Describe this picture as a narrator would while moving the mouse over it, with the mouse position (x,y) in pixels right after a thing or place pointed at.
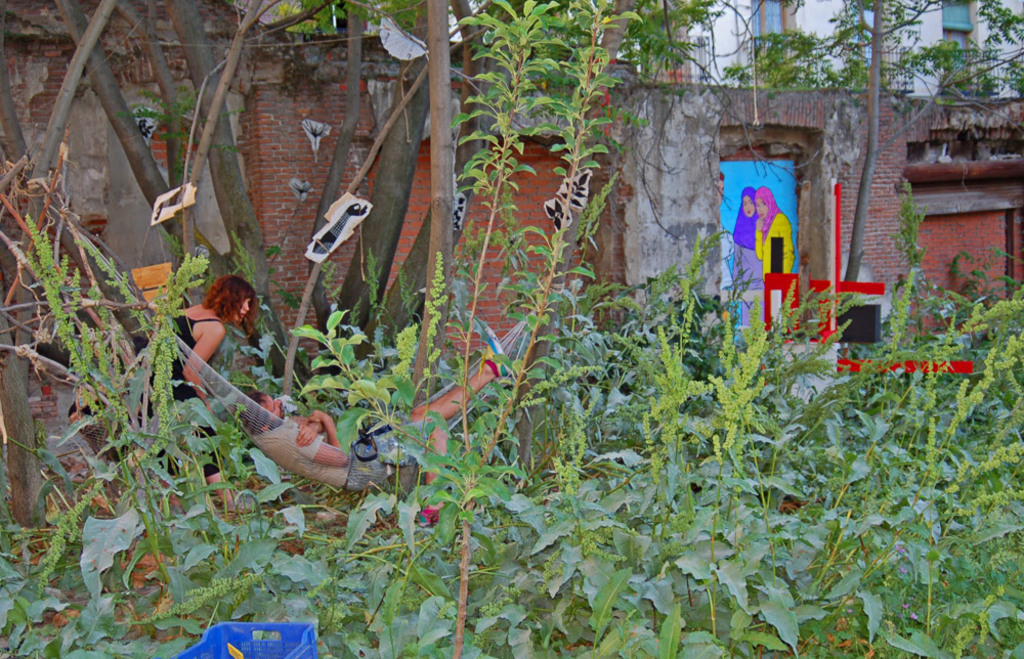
In this image we can see one building (718,150), painting (758,165) of two people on the wall (817,196), some objects (845,306) on the ground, some objects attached to the stems (53,191), one black object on the plant (399,434), one man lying on the swing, one woman (212,315) in black dress (210,473) standing, some trees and plants (839,447) on the ground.
